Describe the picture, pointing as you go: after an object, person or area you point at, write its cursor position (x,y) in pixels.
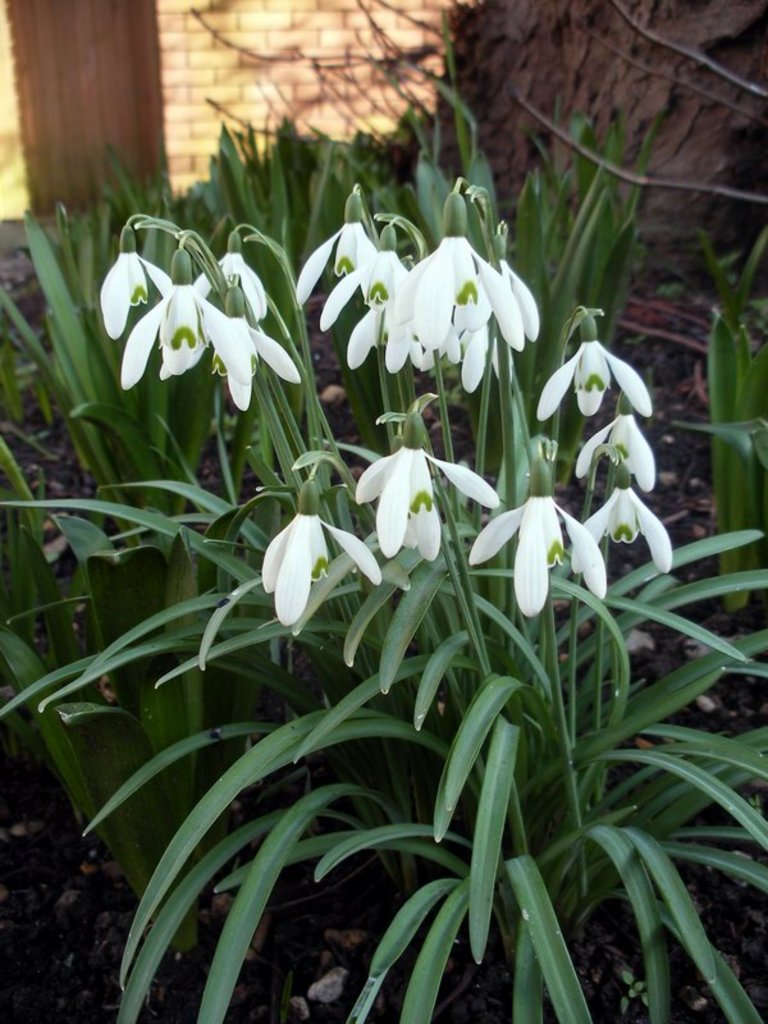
As we can see in the image there are plants (155,416), white color flowers (258,308) and wall (245,107).
